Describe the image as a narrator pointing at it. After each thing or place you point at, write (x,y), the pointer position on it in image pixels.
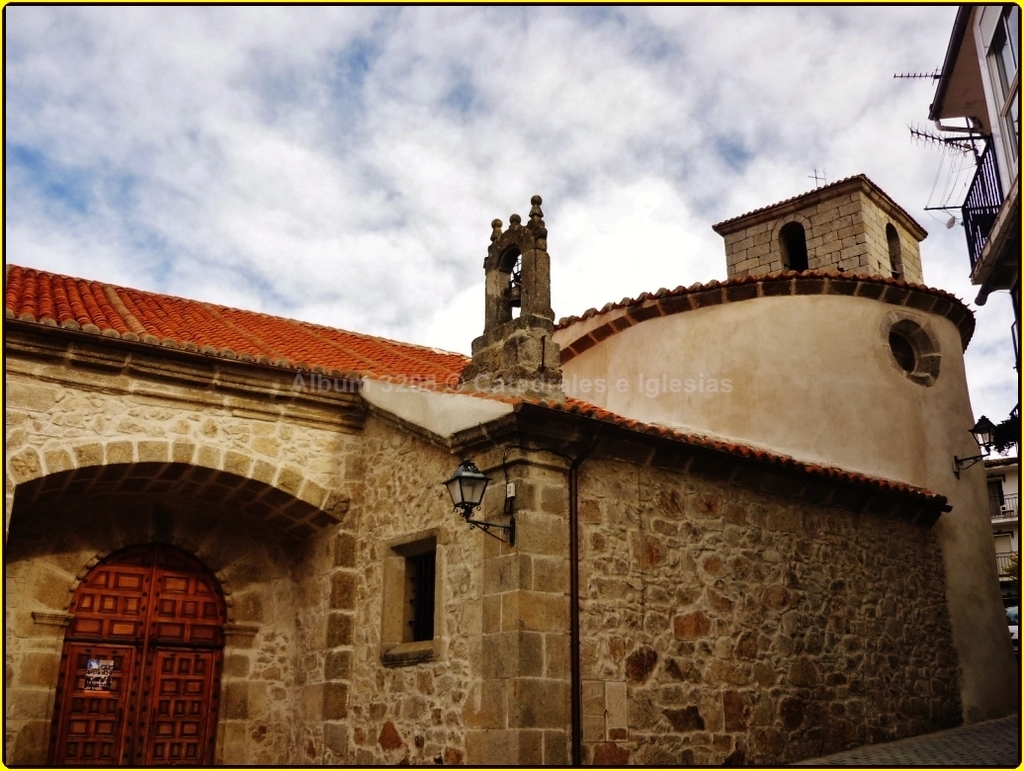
In the image we can see building (657,642) made up of stone (686,611). Here we can see door (165,671) made up of wood (122,674). We can see the lamp (465,475), footpath (978,756) and cloudy pale blue sky (274,160). In between the image we can see watermark (535,378).
